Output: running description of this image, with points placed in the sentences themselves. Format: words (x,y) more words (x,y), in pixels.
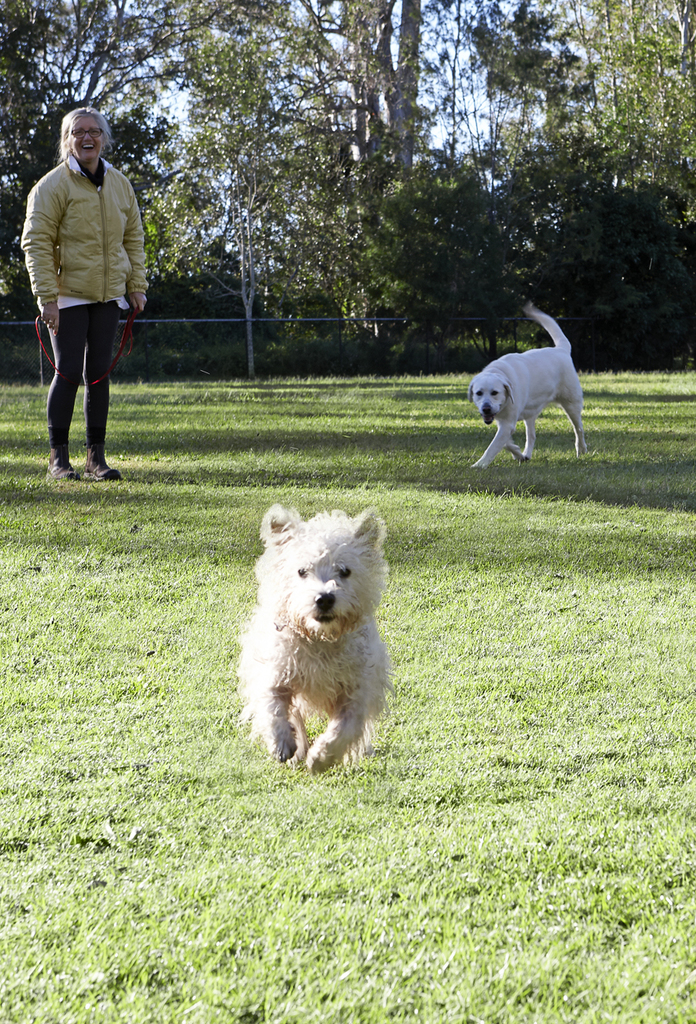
On the left side (114,177), there is a woman (62,206) in a jacket (75,208), smiling and standing on the ground (42,501), on which there is grass (204,506). In the middle of this image (348,545), there is a dog (353,558), running on the ground (292,813). On the right side (557,356), there is another walking on the ground (172,514). In the background (536,192), there are trees (564,177), plants (318,326) and there is sky (425,88).
